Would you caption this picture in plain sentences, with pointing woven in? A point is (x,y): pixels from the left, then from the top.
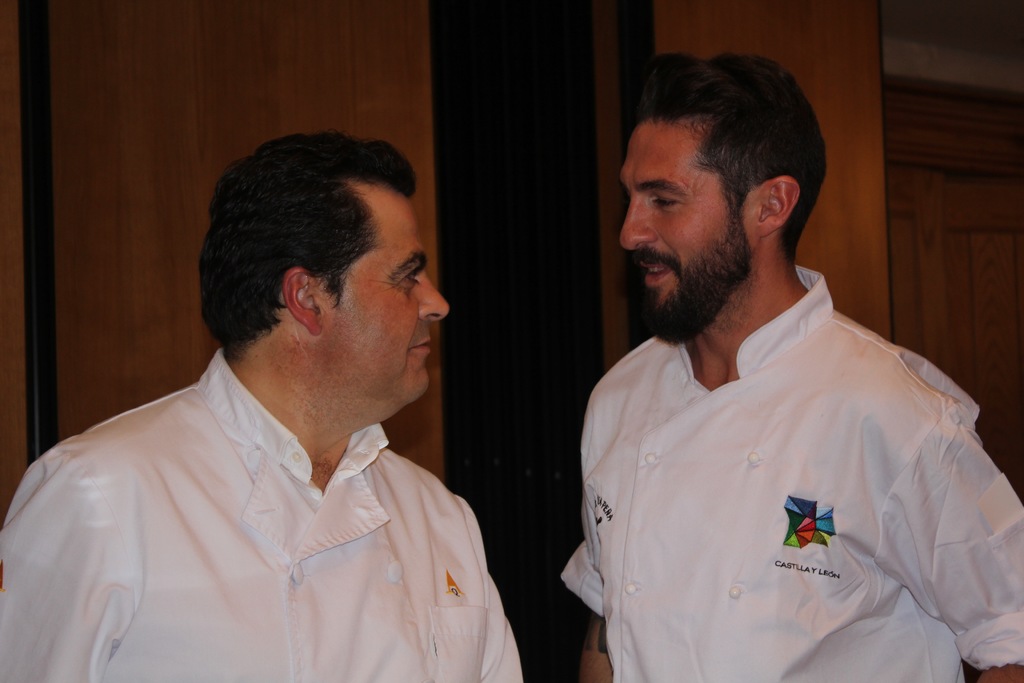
In this picture we can see two persons (288,532) are talking each other.
